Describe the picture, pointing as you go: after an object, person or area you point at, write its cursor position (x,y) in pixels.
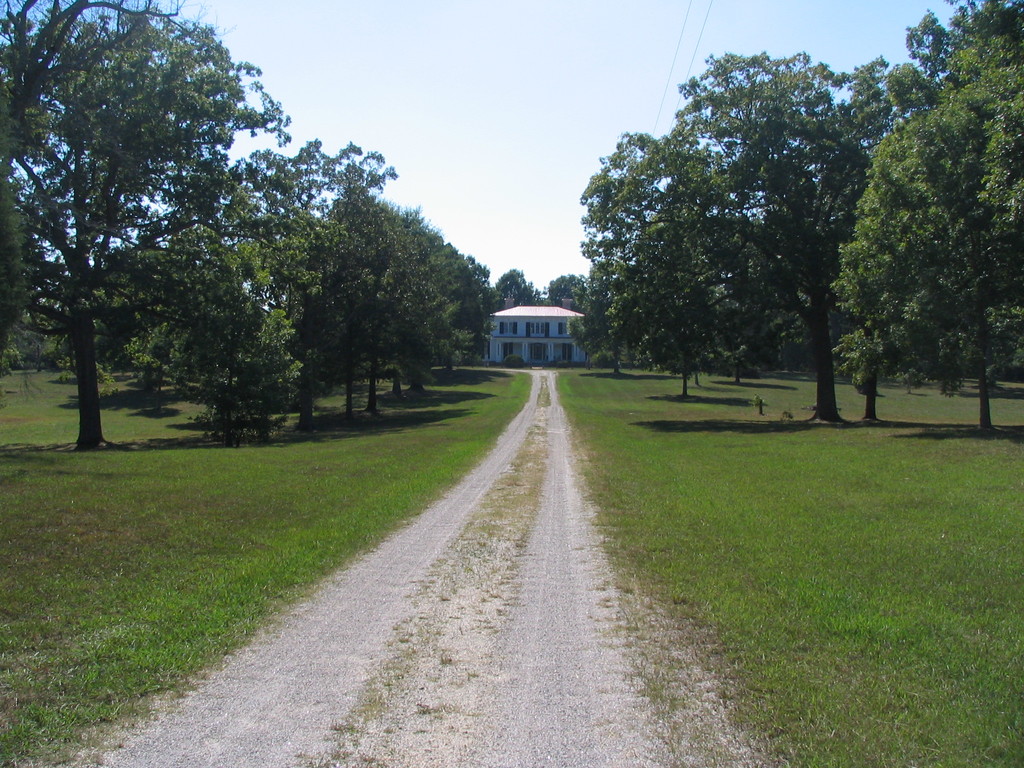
In the background (484,105) we can sky (484,105) and a house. Here on either side of the road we can see trees (682,277) and grass (803,497).
